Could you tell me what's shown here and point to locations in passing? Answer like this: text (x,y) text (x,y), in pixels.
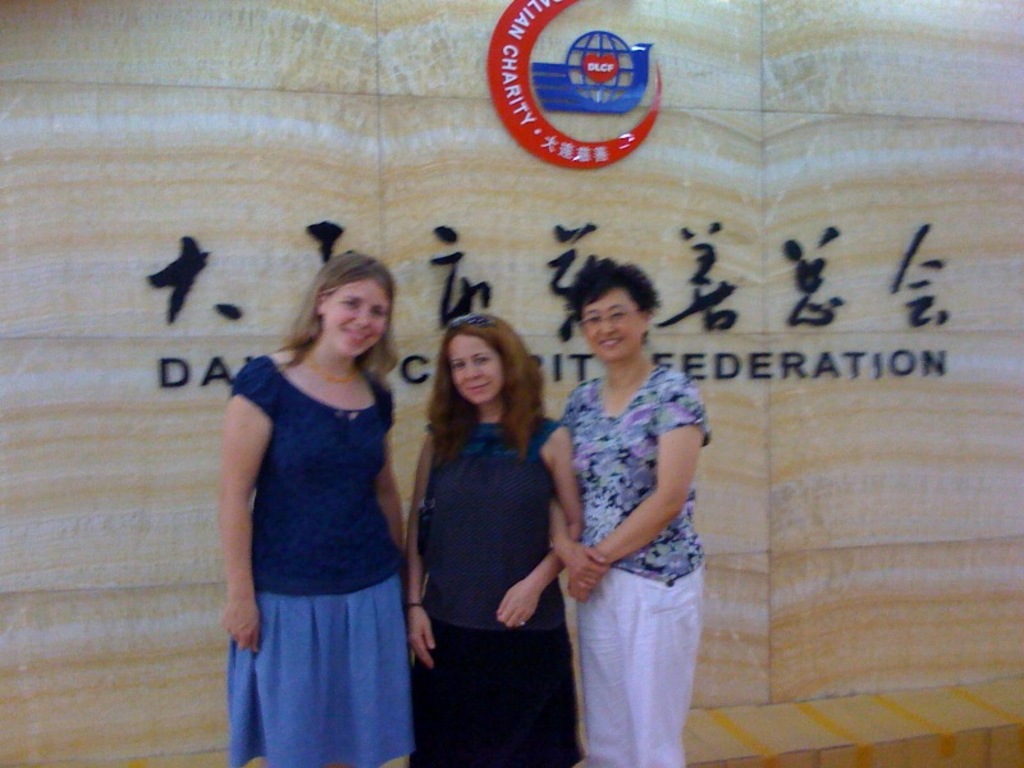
In this image I can see three persons (515,423) standing. Behind the person (439,465) there is a wall (722,223) on which some text (689,301) written on it and some logo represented over the wall (724,459).
